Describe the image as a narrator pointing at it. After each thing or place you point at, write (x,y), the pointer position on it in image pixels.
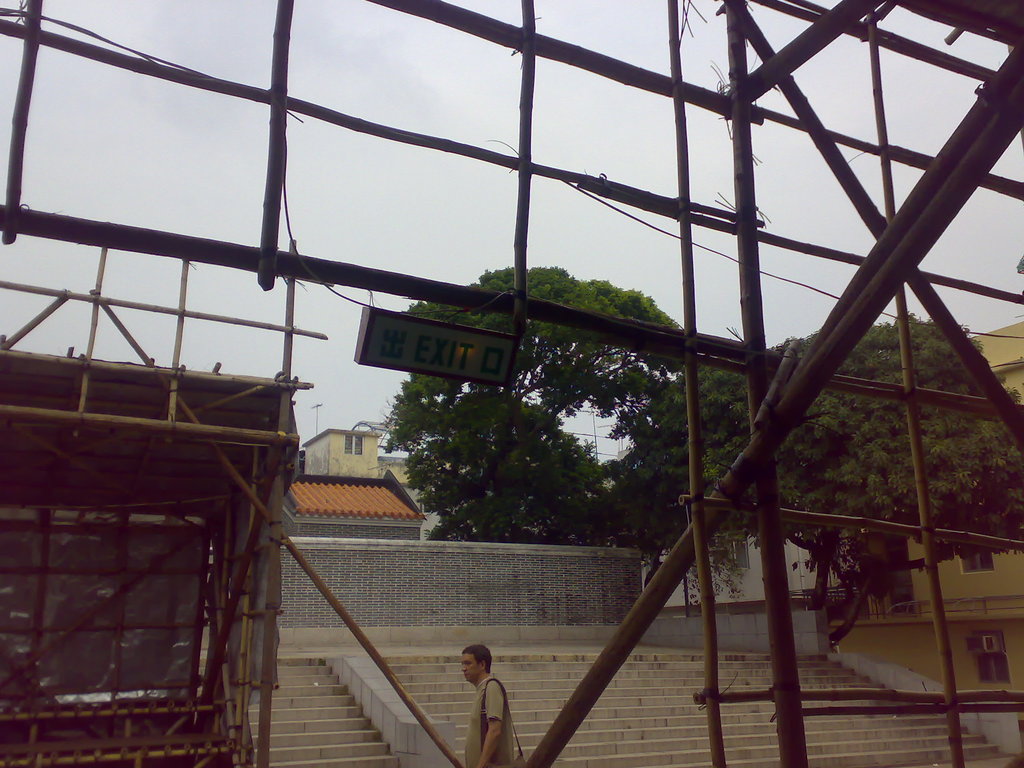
There is one man (495,748) present at the bottom of this image (498,694). We can see stairs (283,710), buildings (297,498) and trees (431,477) in the background (421,752) and the sky (212,225) is at the top of this image (458,204).
